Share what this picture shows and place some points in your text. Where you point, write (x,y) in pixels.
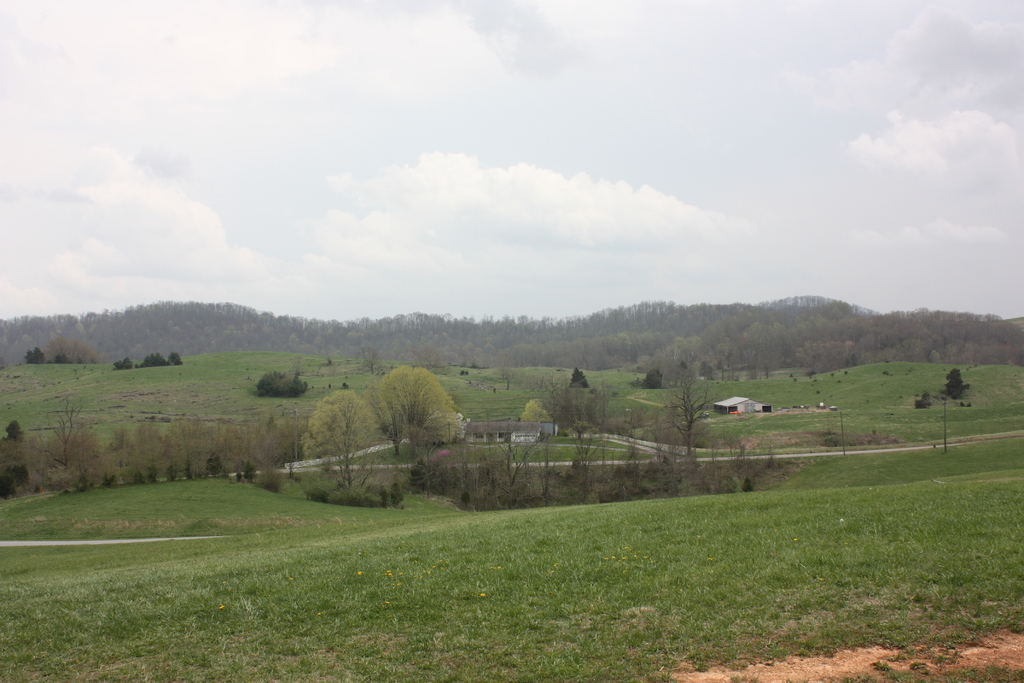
In this image we can see house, road (713,459), grass (601,544), trees (745,345), plants (281,434), sky (526,213) and clouds (487,226).
